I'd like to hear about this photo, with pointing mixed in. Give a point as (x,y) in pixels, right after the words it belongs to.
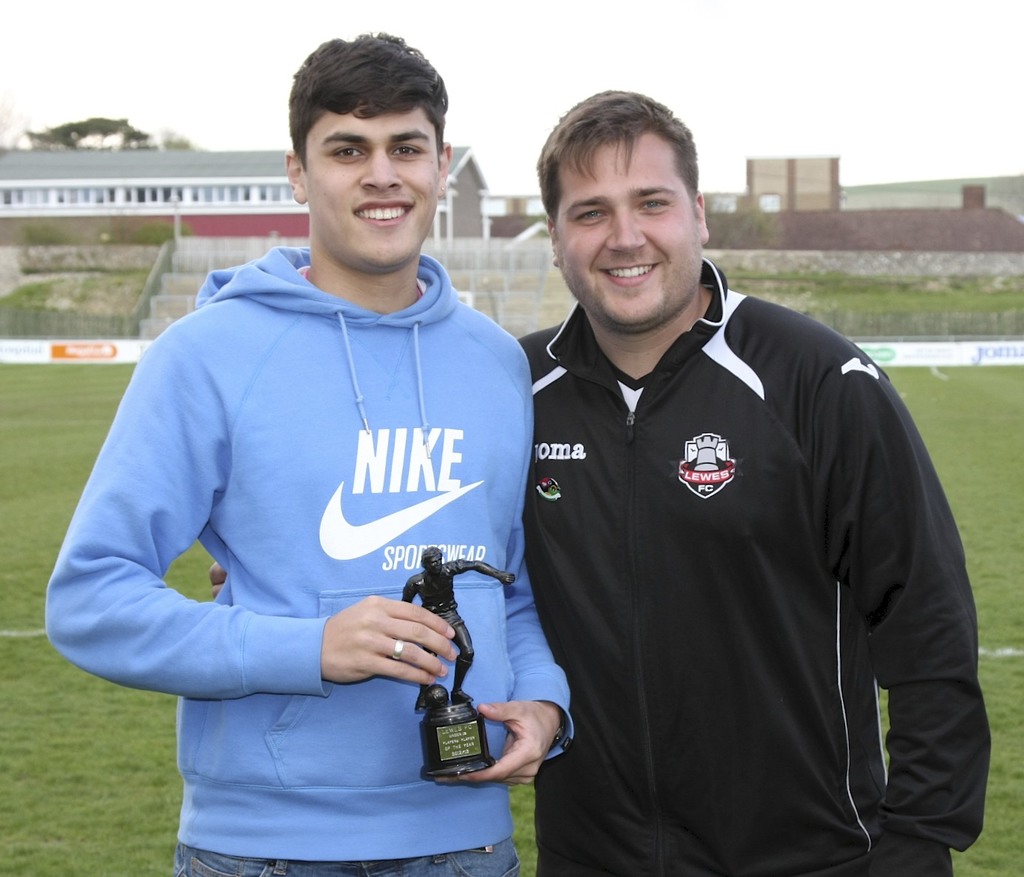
On the right (851,351) there is a man (639,331) who is wearing black dress (693,553). Besides him we can see another man (364,445) who is wearing hoodie (272,431), jeans (314,876) and holding a prize (467,562). Behind them we can see ground (982,620). Here we can see board (870,350). In the background (235,169) we can see buildings (237,154) and trees (725,217). On the top (570,63) there is a sky (477,63). Here we can see stairs (174,279). On the left (15,436) background (10,421) we can see grass (57,481). Here it's a tree (102,120).
